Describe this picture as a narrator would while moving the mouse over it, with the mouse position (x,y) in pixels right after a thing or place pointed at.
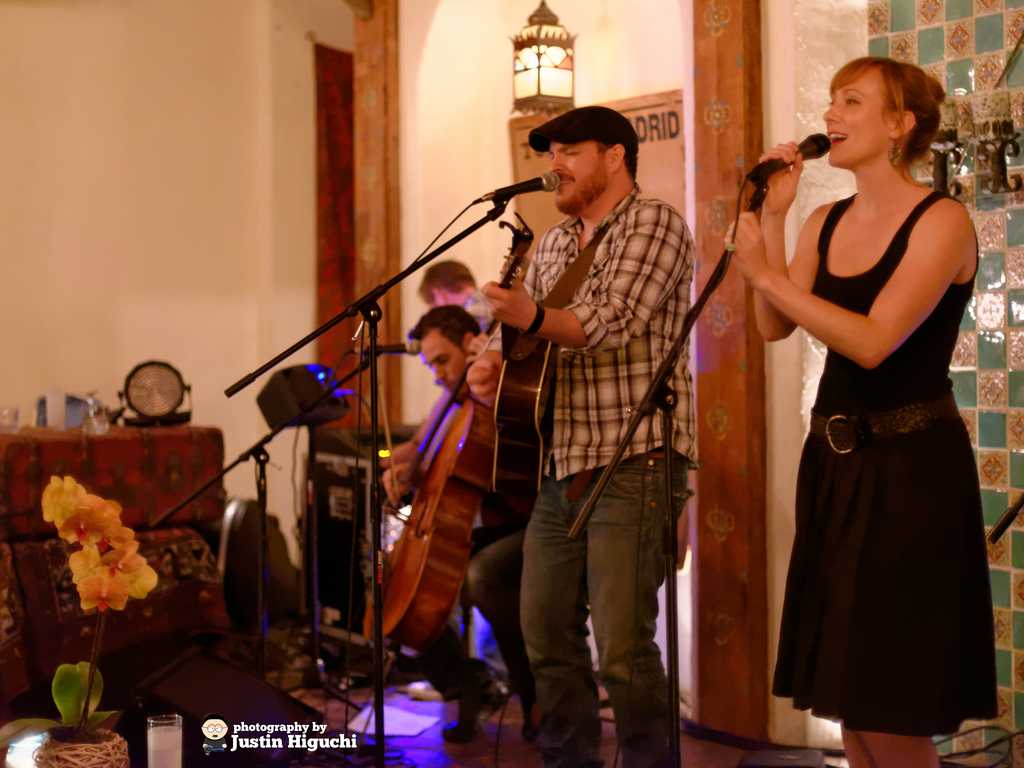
In this image we can see three men (622,387) and one woman (824,422). The woman (824,473) is wearing black color dress (850,287) and holding a mic (777,164) in her hand (743,245). One man (628,395) is wearing a shirt (593,303), jeans (577,552) and holding guitar (532,393) in his hand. In the background (442,436), we can see two men (432,339) playing musical instruments (425,466). In front of the men (626,615), we can see stands (380,522). In the background (443,139), we can see a wall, poster (669,129) and a light (560,90). On the left side of the image (117,429), we can see flower vase (105,611), glass (162,732), a table (161,468) and some objects (74,416).
